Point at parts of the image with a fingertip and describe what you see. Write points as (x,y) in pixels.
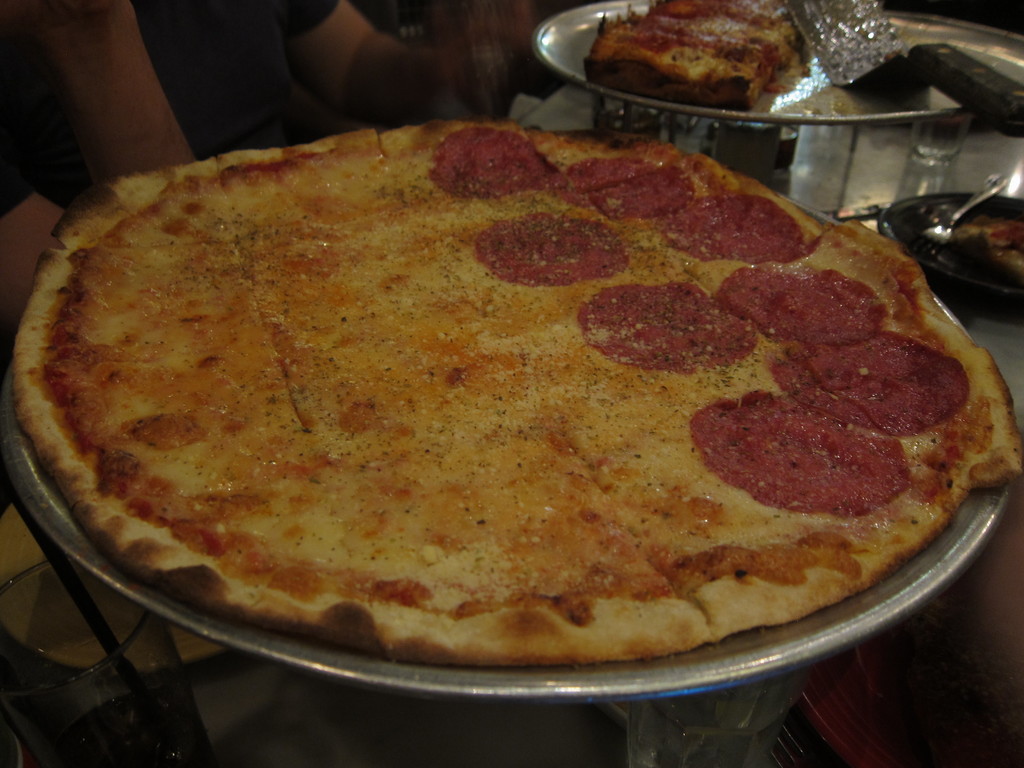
In this picture we can see the platters (809,101) containing food items (980,226) and we can see some other objects (34,535) and glasses (135,702).
